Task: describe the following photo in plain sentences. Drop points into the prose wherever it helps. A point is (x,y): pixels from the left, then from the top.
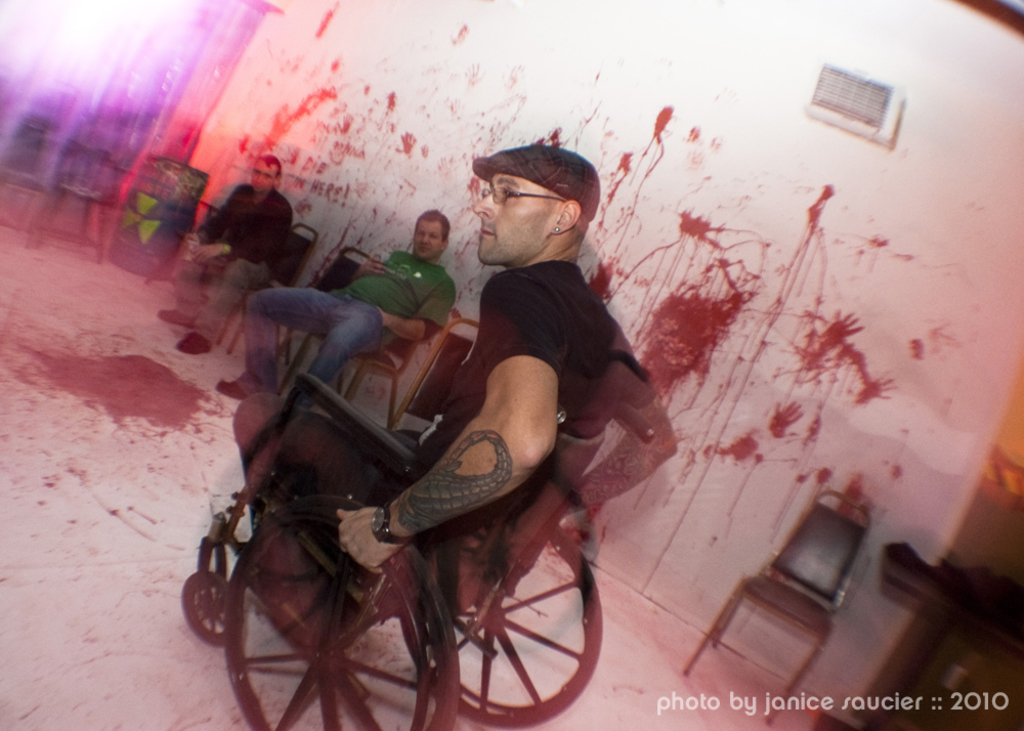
This is an edited image. In the middle of the image (516,342) there is a man (596,314) sitting on a wheelchair (385,427) and looking at the left side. In the background (251,253), I can see two men (258,231) are sitting on the chairs (295,260). At the back of these people (375,262) there is a wall (635,158) on which there are few handprints (841,343). Beside these people (230,231) there is a bin (154,233) placed on the floor (96,299). In the background (85,85) there is a curtain (81,80). On the right side (755,582) there is an empty chair (840,528) on the floor (625,681). In the bottom right (747,705) there is some edited text (818,701).
